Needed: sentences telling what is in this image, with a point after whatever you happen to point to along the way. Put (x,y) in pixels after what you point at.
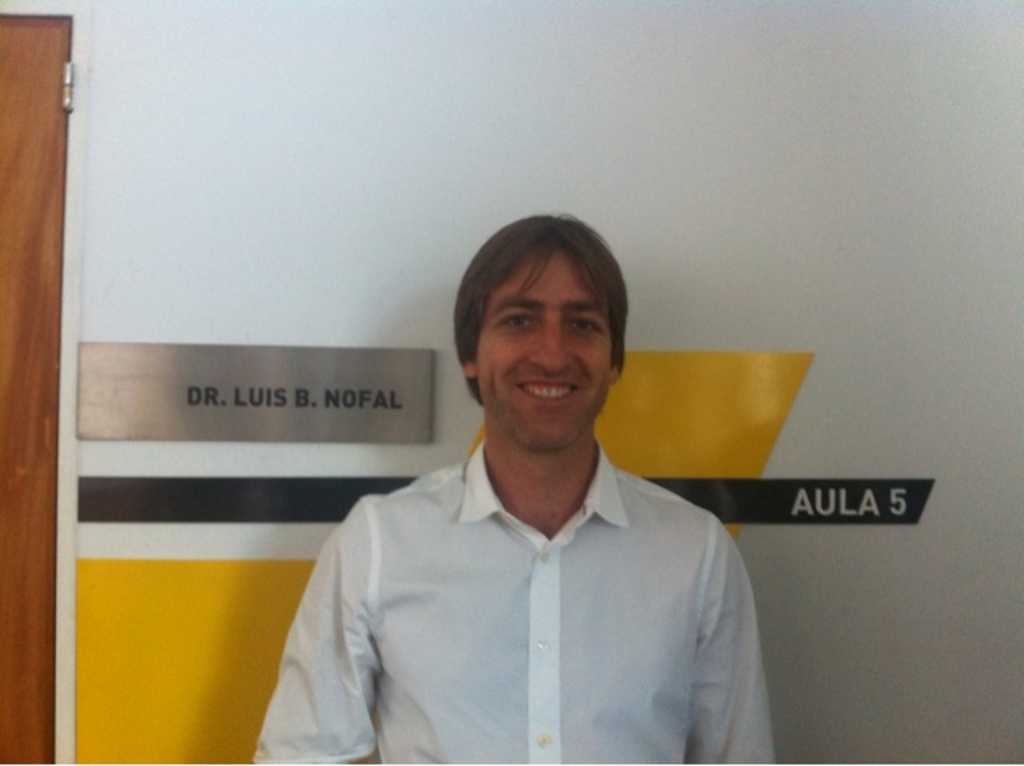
In the center of the image (515,440) a person (444,548) is there. At the top of the image (764,183) a wall (823,103) is there. In the middle of the image (363,392) we can see a naming board (260,380). On the left side of the image (56,232) door (34,473) is present.
